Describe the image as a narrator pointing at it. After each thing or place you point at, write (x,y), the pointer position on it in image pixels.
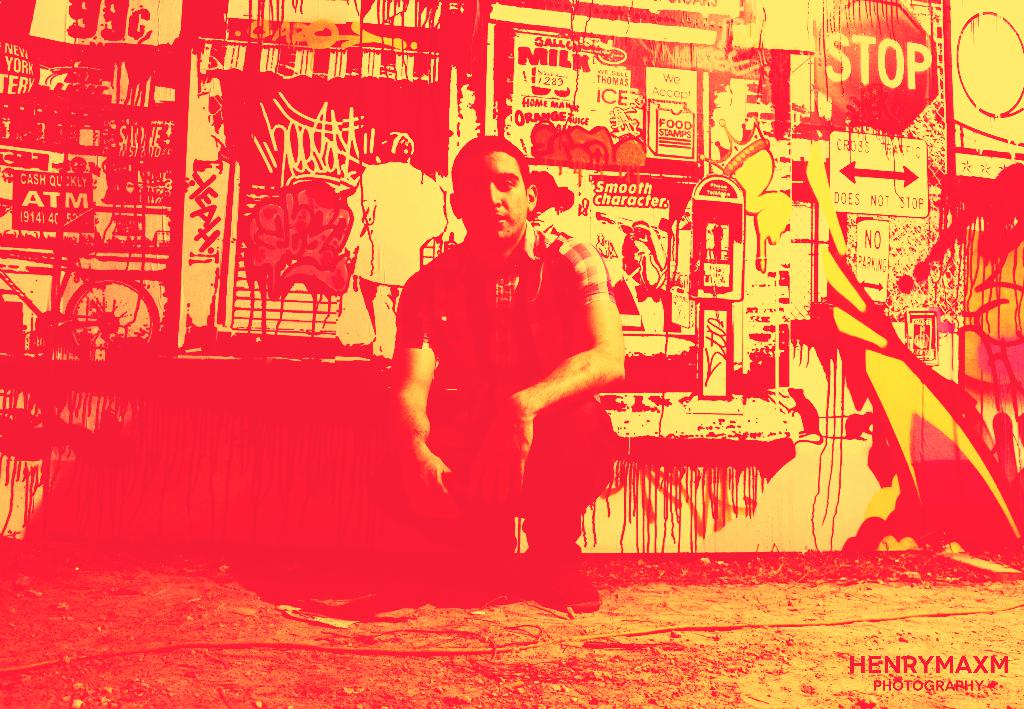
This is an edited image, in this picture there is a man (436,408) sitting like squat position. In the background of the image (669,157) we can see boards (88,200), posters (666,153) and person (407,218). In the bottom right side of the image (889,671) we can see text (877,683).
